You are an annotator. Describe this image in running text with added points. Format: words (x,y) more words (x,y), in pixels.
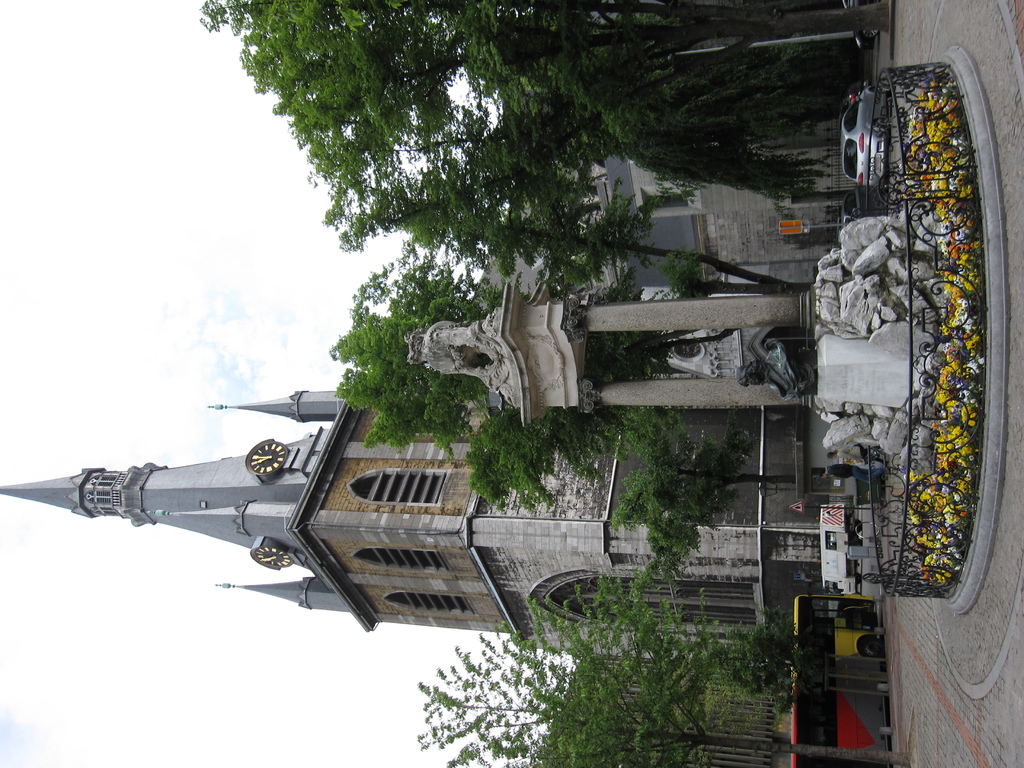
On the right side (821,336), there is a statue (778,361) on a platform (860,352). Behind this statue (801,378), there are stones (848,250). Around them, there are plants (923,195) and a fence (918,568). Outside this fence (973,169), there is a road (880,47). In the background (611,31), there are vehicles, an arch (609,320), trees (562,620), a building (676,189) and there are clouds (233,326) in the sky (129,455).
